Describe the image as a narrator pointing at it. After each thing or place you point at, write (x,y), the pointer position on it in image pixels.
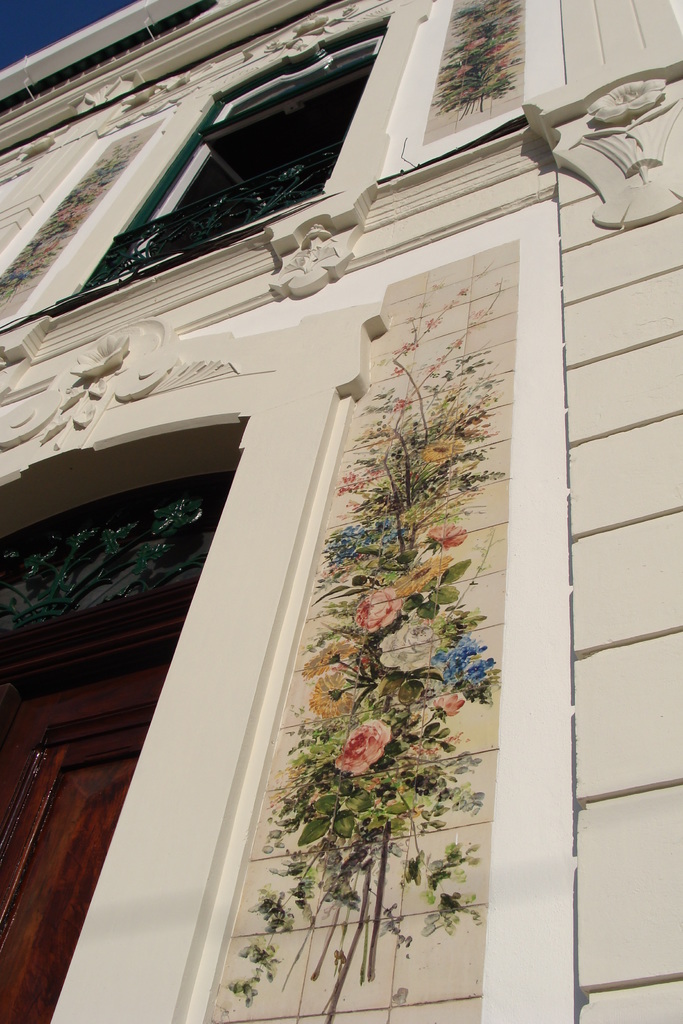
In this picture we can see a building (350,442) with painting (420,569) on it.
